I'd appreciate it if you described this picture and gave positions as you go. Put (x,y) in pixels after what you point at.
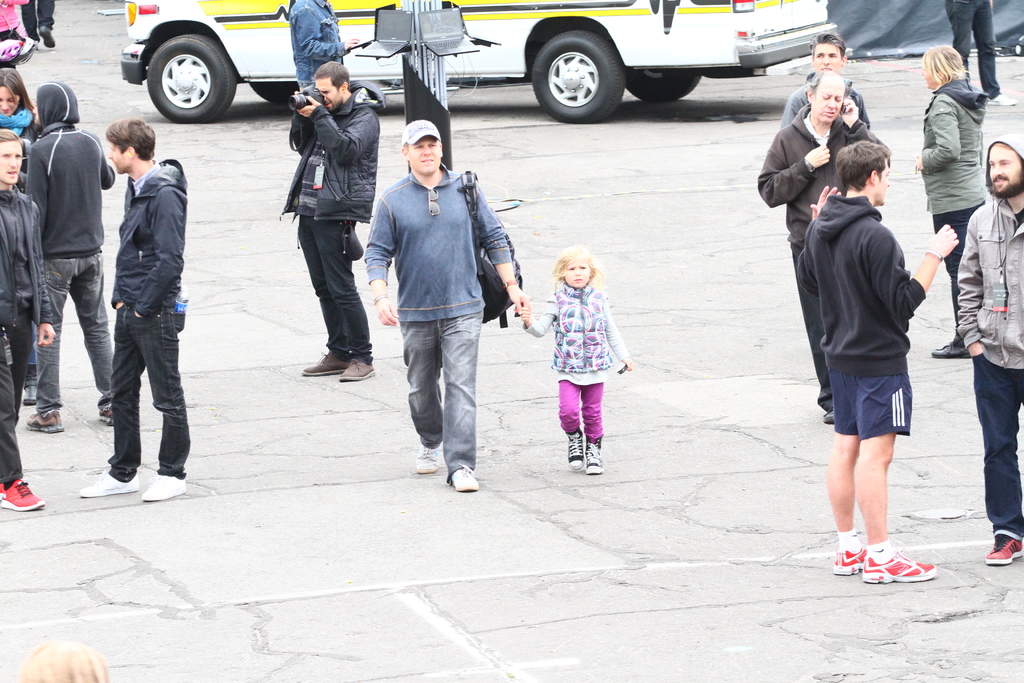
In this image I can see number of person (436,239) wearing jackets (338,168) are standing and I can see a person (345,162) is holding a camera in his hand (304,114). In the background (564,106) I can see a white colored vehicle (629,31), a pole (418,14) and few laptops (440,15) to the pole (407,2) and the black colored sheet (864,31).
